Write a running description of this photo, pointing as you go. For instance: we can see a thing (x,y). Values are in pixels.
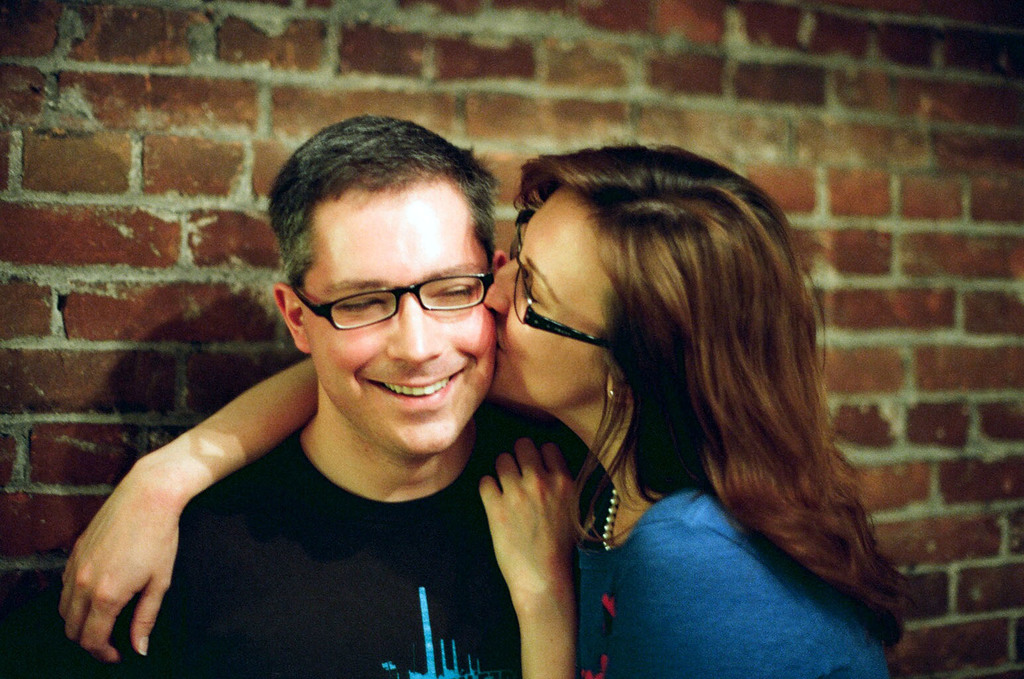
In this image we can see a man (387,577) and a woman (685,552). Man (439,427) is smiling and he is wearing black color t-shirt (434,552). Woman (567,360) is kissing to the man (488,338) on cheek (483,353) and she is wearing blue color dress (726,587). Behind them brick wall (183,404) is there.
